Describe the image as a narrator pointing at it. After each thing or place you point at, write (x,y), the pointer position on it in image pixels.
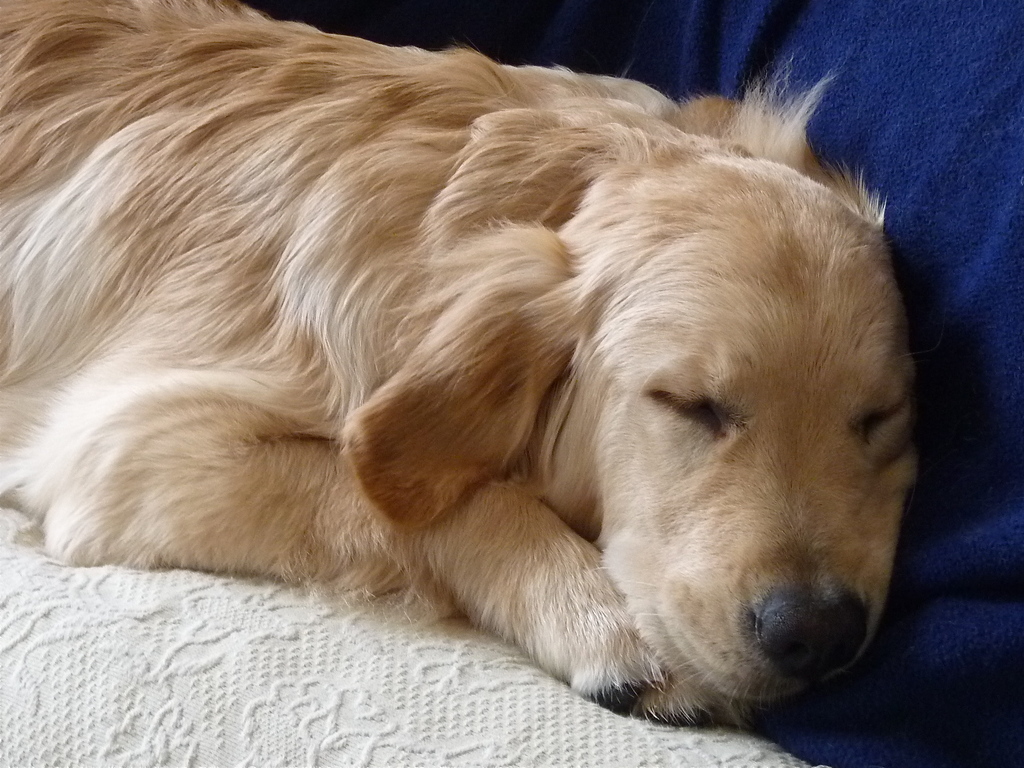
In this picture we can see a dog (690,503) is sleeping, it looks like a bed sheet (358,726) at the bottom (348,735), on the right side (959,558) there is a cloth (1010,511).
